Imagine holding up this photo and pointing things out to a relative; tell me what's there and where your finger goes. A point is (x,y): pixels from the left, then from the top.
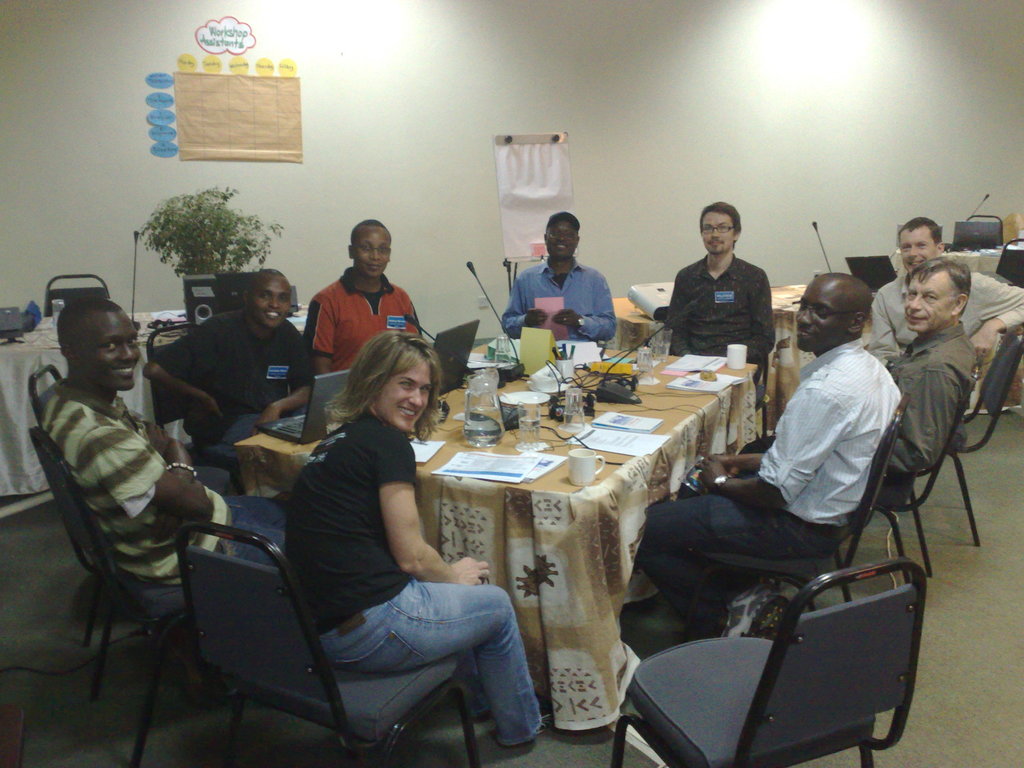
We can see a chart (271,110) over a wall (266,53). this is a board (514,191). Here we can see all the persons (377,517) sitting on chairs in front of a table (601,497) and smiling and on the table (566,464) we can see papers (589,427), mikes (619,382), water jar (496,408), water glasses (534,422). This is a floor (937,539).
